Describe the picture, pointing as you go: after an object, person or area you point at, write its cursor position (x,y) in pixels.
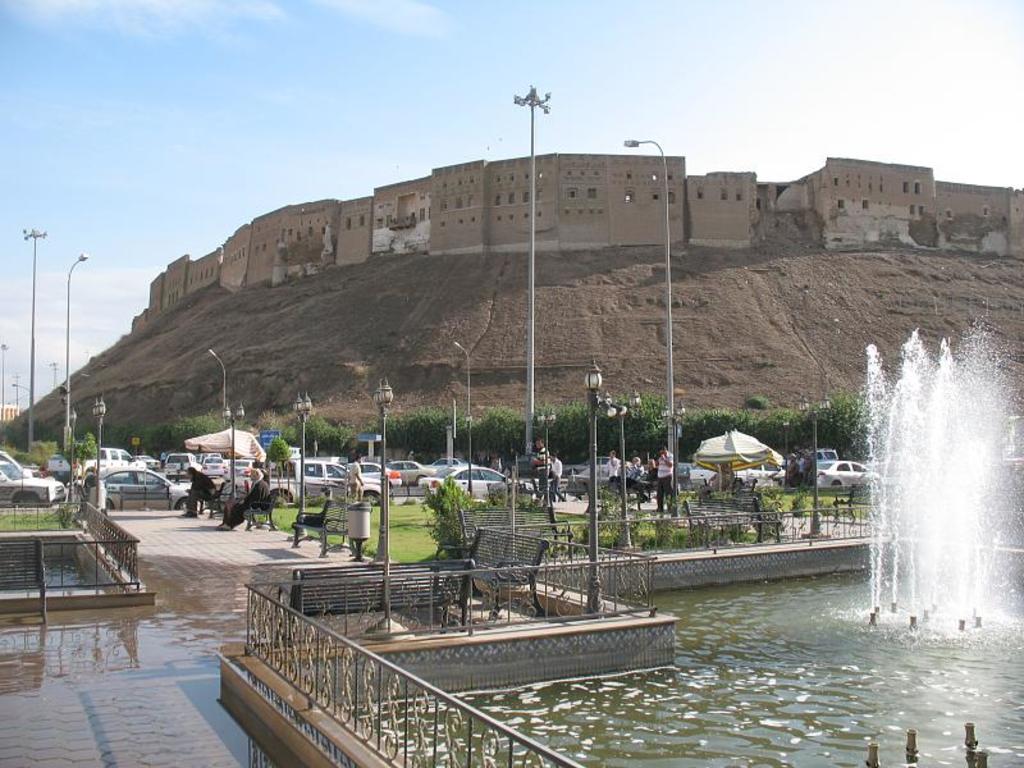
In the foreground of the picture (458,593) there are plants (462,507), grass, street lights (382,418), benches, fountain (873,577), railing (406,716) and floor (111,717). In the middle of the picture (545,489) there are benches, street lights (67,376), cars (181,467), people (195,505) and various objects (715,439). At the top (553,238) there are buildings (468,234) on a hill (409,288). At the top (389,67) there is sky (389,67).
